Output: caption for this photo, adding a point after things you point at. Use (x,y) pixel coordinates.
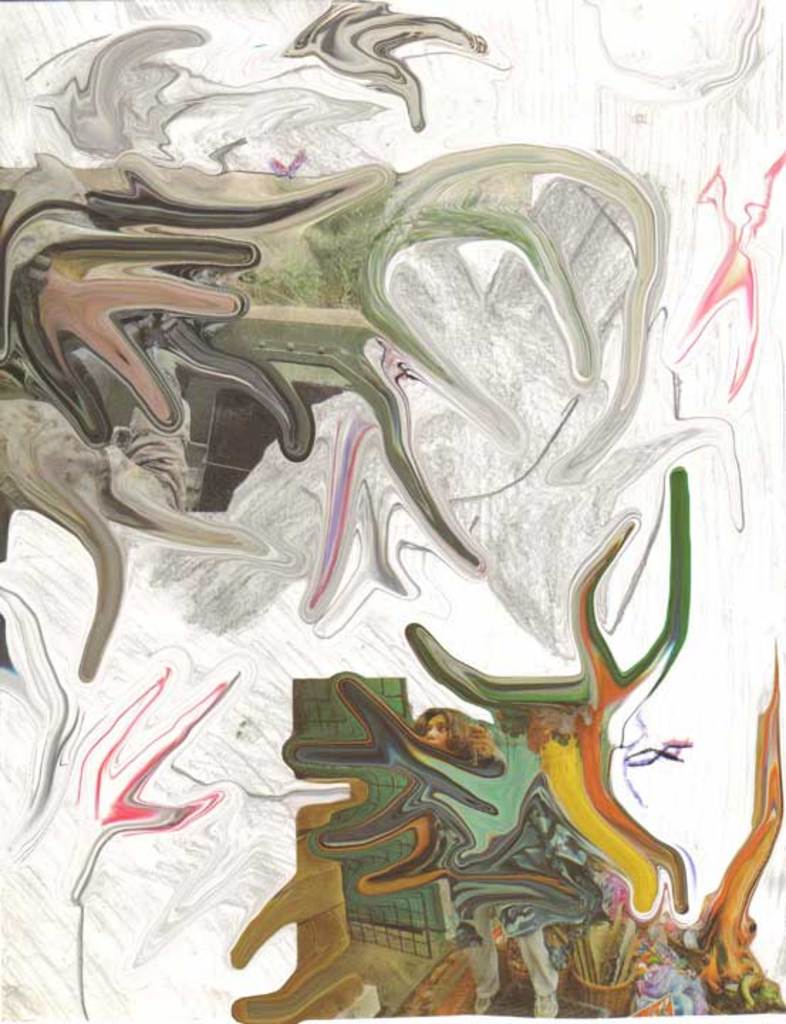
This is a painting. In this picture we can see the face (431,733) and legs (544,969) of a person (439,739) on the right side (542,994). There are a few colorful things (135,810) visible in it.
